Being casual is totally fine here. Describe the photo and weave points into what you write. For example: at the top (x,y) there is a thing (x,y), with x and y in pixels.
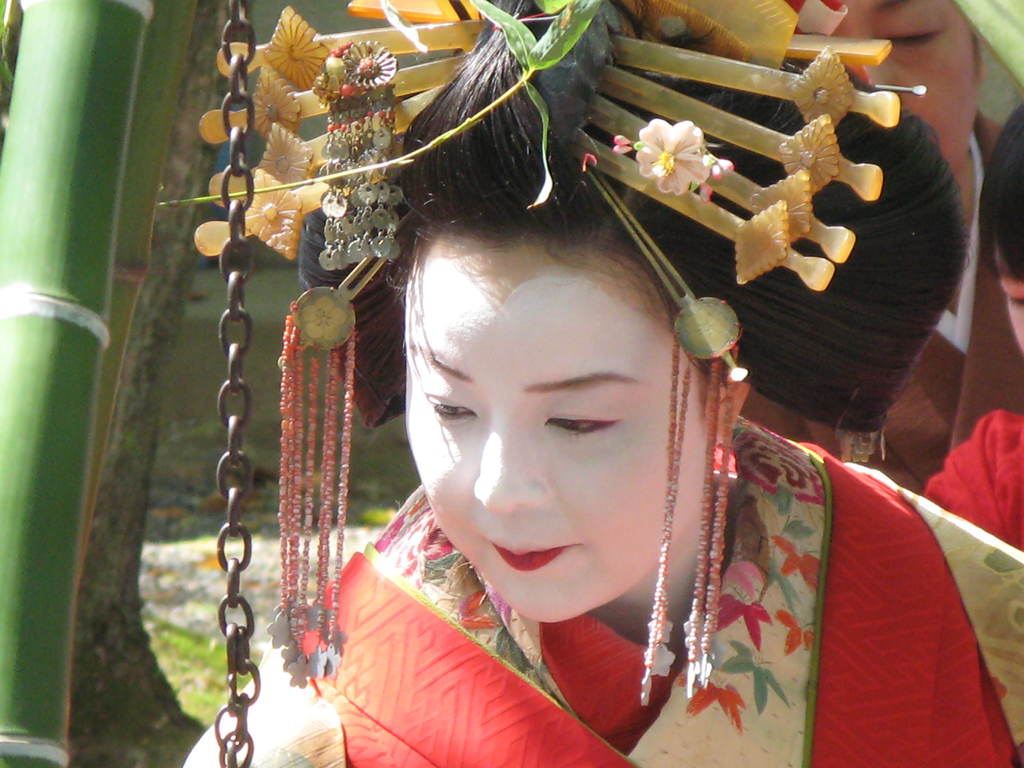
In the foreground (518,325) I can see a woman (436,416) is wearing a crown (602,148) on head (536,145). In the left (110,78) I can see a bamboo tree (41,706) and a chain (241,626). In the background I can see a person (961,174). This image is taken during a day.
